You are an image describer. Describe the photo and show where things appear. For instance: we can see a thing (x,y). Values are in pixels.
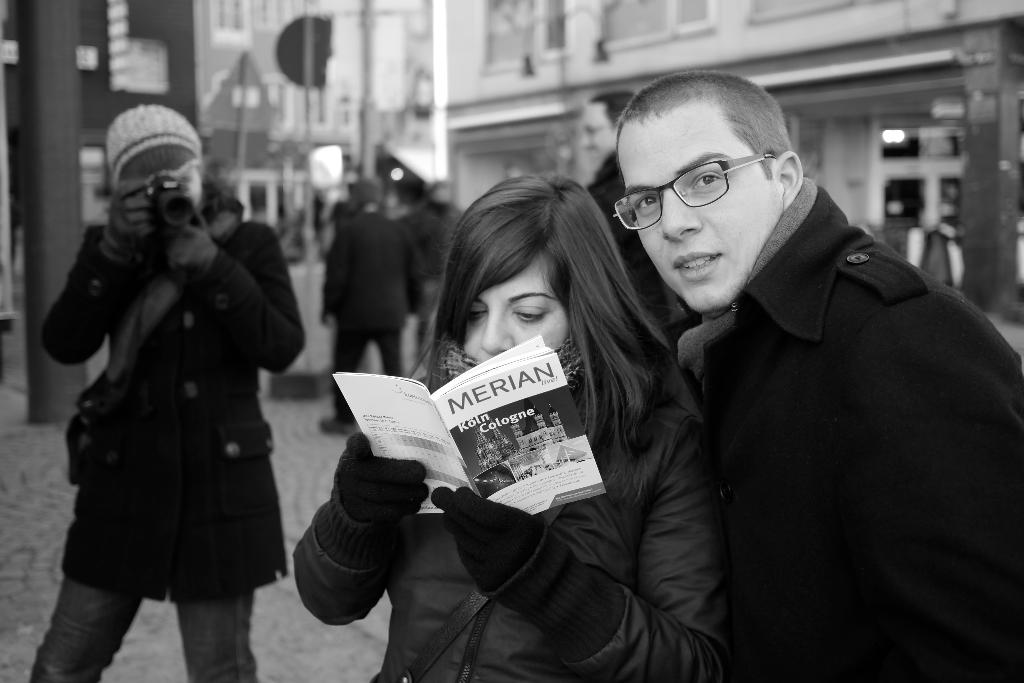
In the foreground of this black and white image, there is a couple (703,525) standing on the right (696,555) and the woman (484,357) is holding a book (555,440). On the left (166,373), there is a person (169,357) holding a camera (157,190). In the background (484,171), there are few people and buildings (223,75).
